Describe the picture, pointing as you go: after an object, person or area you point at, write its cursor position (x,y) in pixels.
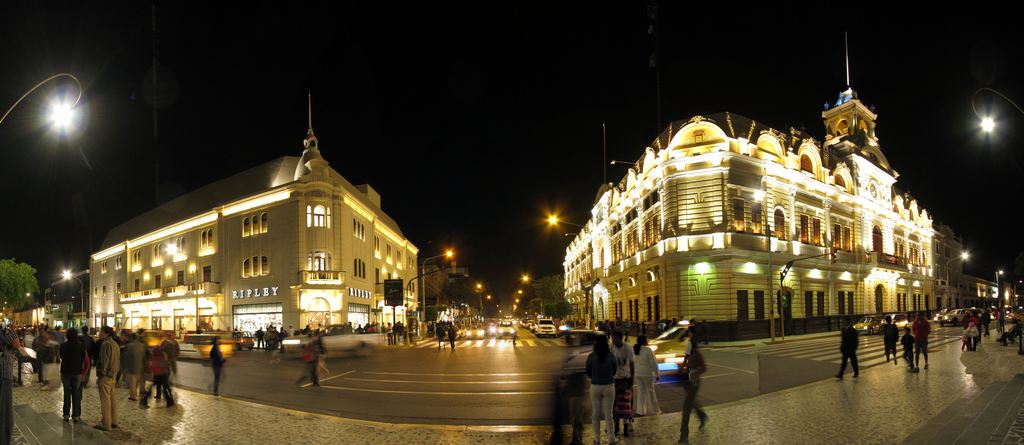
In this image we can see few buildings (588,230) with lights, few street lights (553,225), few cars (541,326) and people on the road (225,369) and few people (100,365) standing on the pavement (276,430), few trees (22,278) and the sky (444,94) in the background (645,74).
